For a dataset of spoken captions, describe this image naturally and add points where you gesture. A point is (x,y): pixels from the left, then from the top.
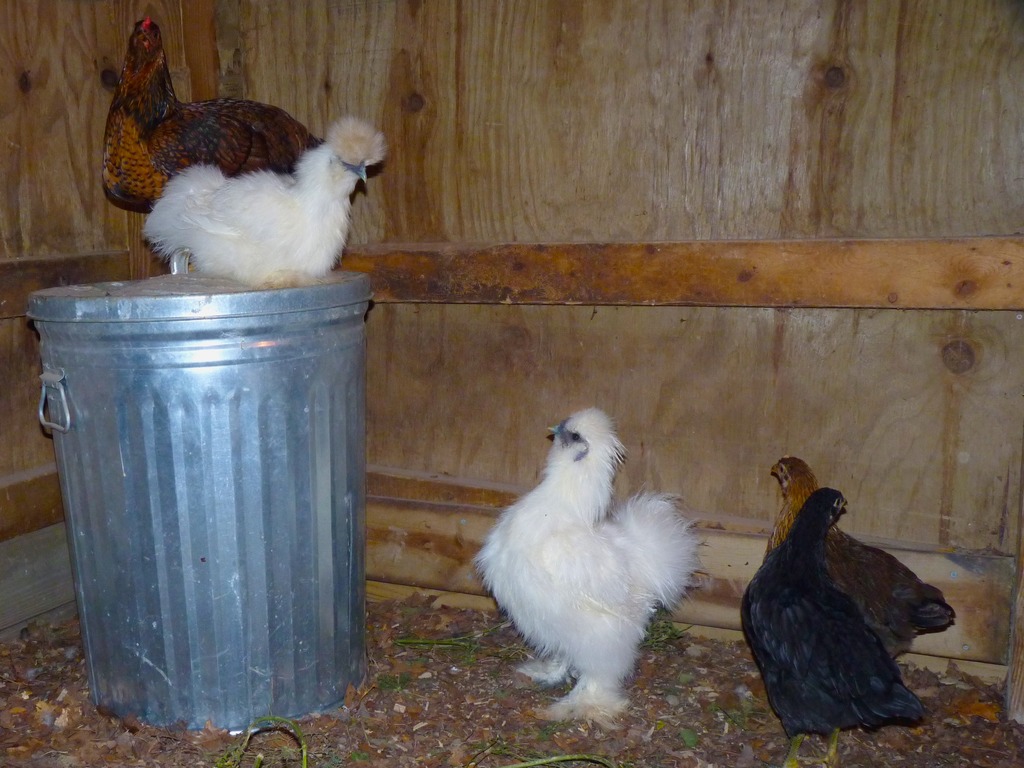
In this image, we can see there are some hens (549,487), out of which three of the hens (830,587) are on the ground (613,733) and remaining two hens (241,206) are on a trash can (95,468).
